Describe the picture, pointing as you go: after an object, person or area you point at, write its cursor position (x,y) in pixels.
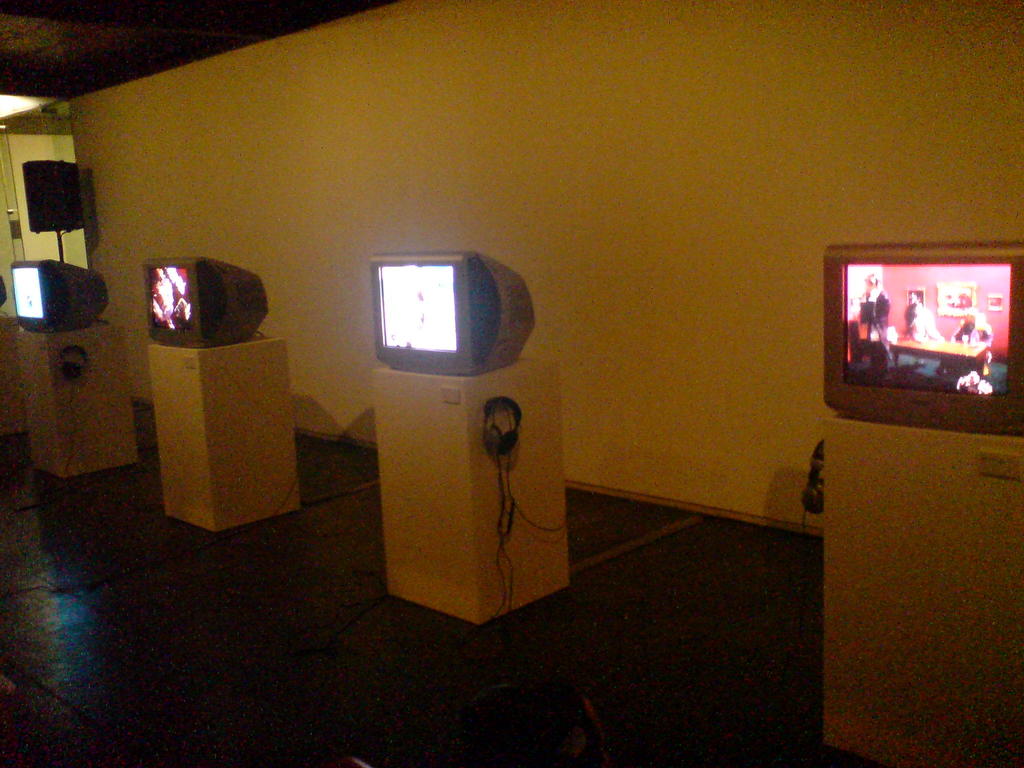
The picture is taken in a room (204,600). In the picture there are televisions (525,302) and cables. In the background (315,143) the wall (372,99) is painted white. On the left (79,238) there is a speaker (67,179) and door (40,145).
